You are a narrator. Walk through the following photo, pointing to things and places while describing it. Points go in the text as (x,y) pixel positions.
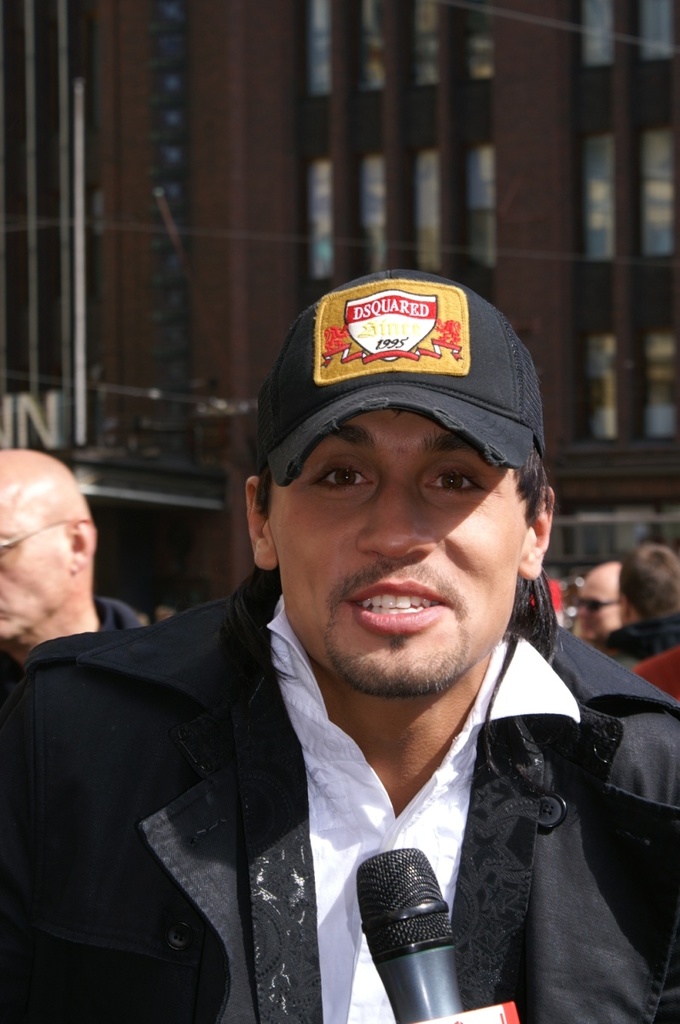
In this image we can see a few people (412,789), there is a mic (443,944), also we can see the building (453,138), and windows (417,77).
